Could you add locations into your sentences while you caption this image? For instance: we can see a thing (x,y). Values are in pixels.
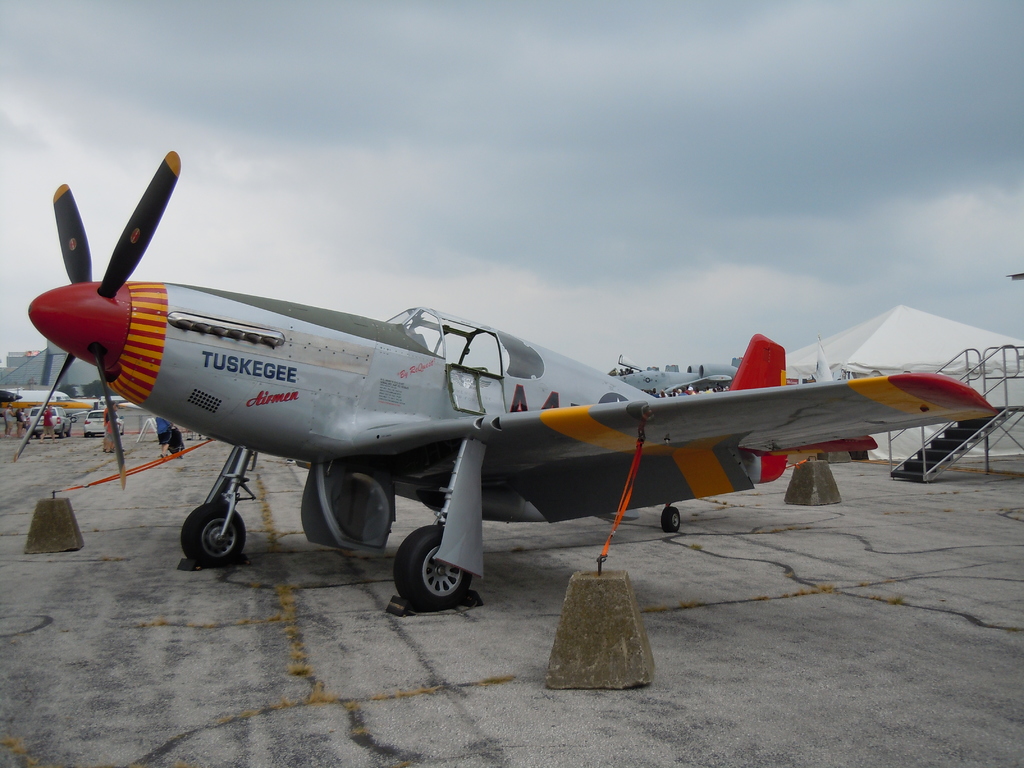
In the image we can see there is an aeroplane (357,434) which is parked on the ground (393,652) and at the back (42,429) there are other vehicles (59,424) parked on the road (128,434). There is a tent (897,328) kept on the ground (935,497) and behind there is a stairs stand (968,448).
